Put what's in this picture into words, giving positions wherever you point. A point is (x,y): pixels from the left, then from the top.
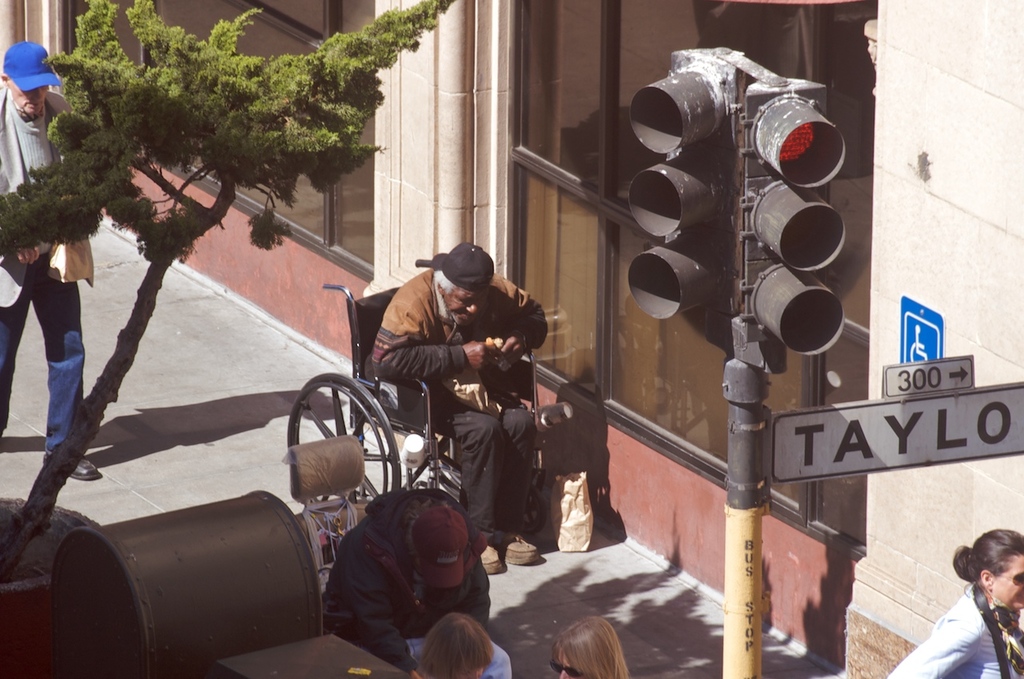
In this image we can see people (393,505), some of them are sitting on the chairs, one person (521,463) is eating food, beside him there is a bag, a person (30,140) with blue cap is holding a bag (60,274) and walking on the ground (147,367), there are some traffic lights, sign boards (927,379), also we can see a building (436,225) and windows (224,10), and left corner of the image (138,553) we can see some objects (283,581).
